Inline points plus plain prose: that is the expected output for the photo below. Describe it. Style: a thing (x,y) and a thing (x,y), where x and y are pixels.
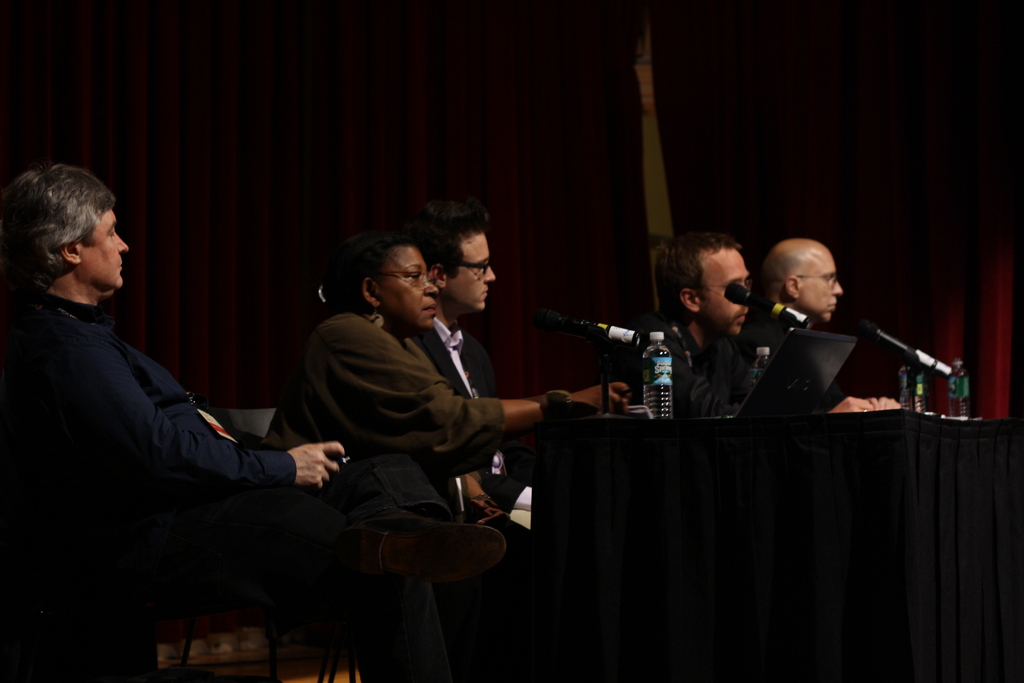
In this image I can see there are five persons (25,423) visible in front of table (666,444), on the table (704,444) I can see bottles (666,360), mike's (607,358), system (770,371), black color cloth (807,456) and backside of persons (440,462) there is a curtain (262,111).
